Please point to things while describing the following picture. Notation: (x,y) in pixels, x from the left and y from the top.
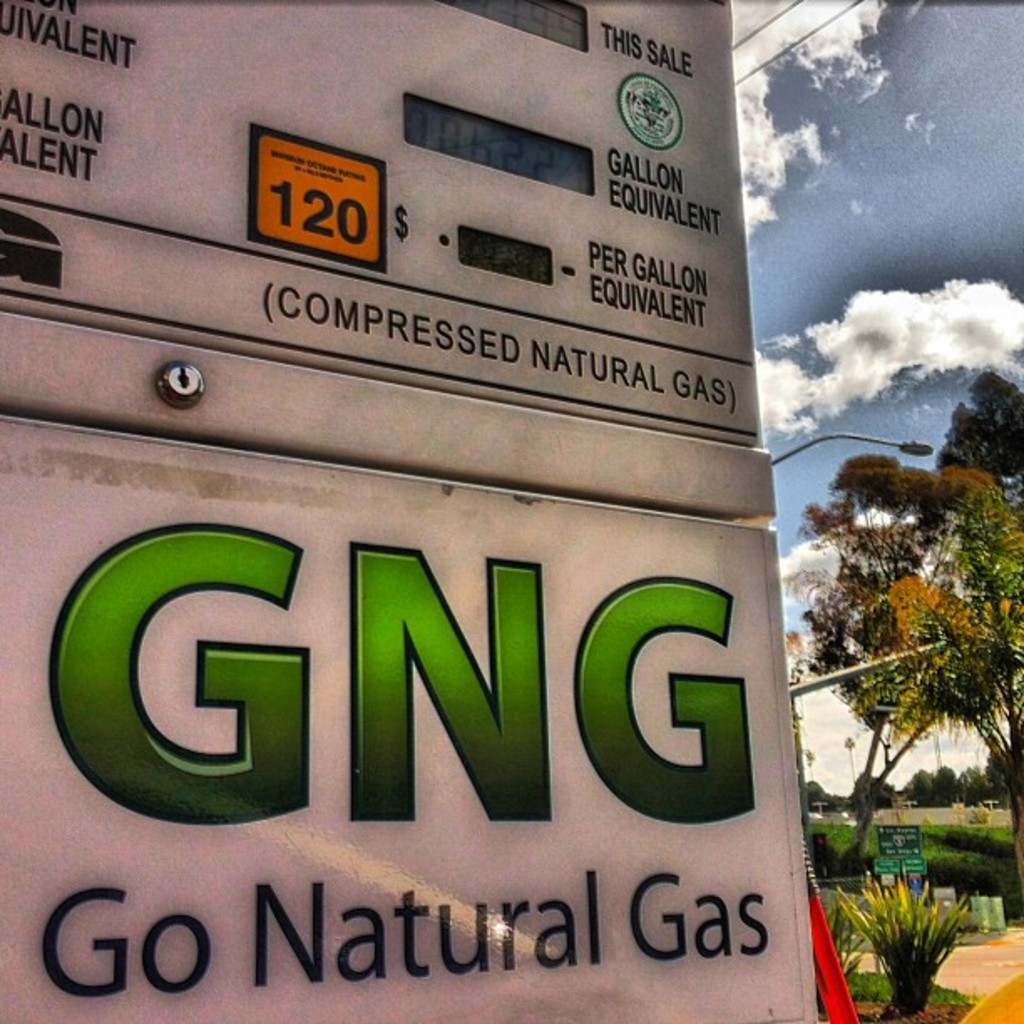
In this picture there is a poster (545,867) in the center of the image (458,492) and there are trees (884,481) and poles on the right side of the image (902,616).
